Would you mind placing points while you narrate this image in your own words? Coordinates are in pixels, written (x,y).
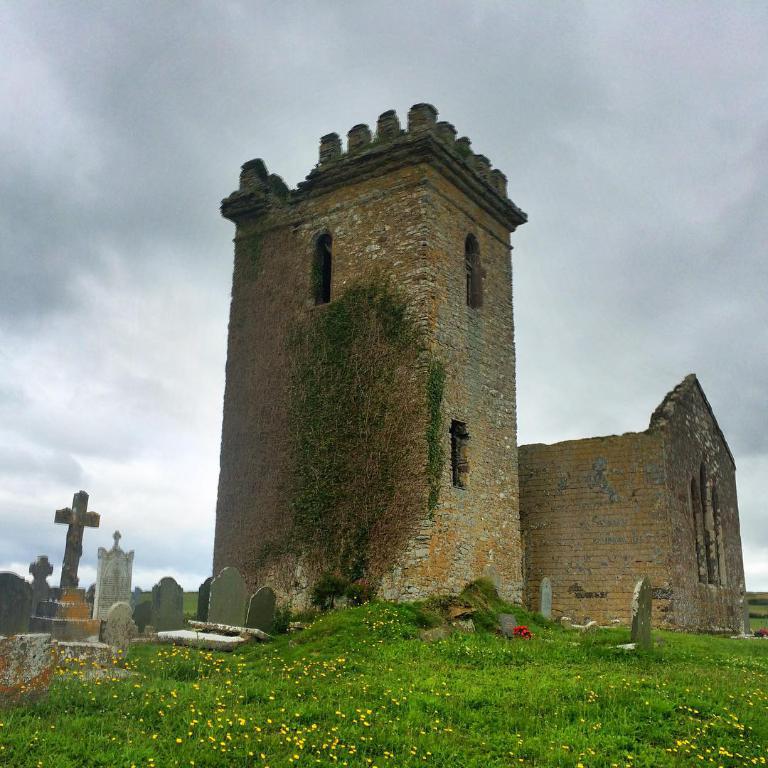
In this picture I can observe a monument (321,325). There is a graveyard (202,618) beside the monument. I can observe some grass (460,702) on the ground (399,715). In the background (135,235) there is a sky (319,65) with some clouds (211,82).
